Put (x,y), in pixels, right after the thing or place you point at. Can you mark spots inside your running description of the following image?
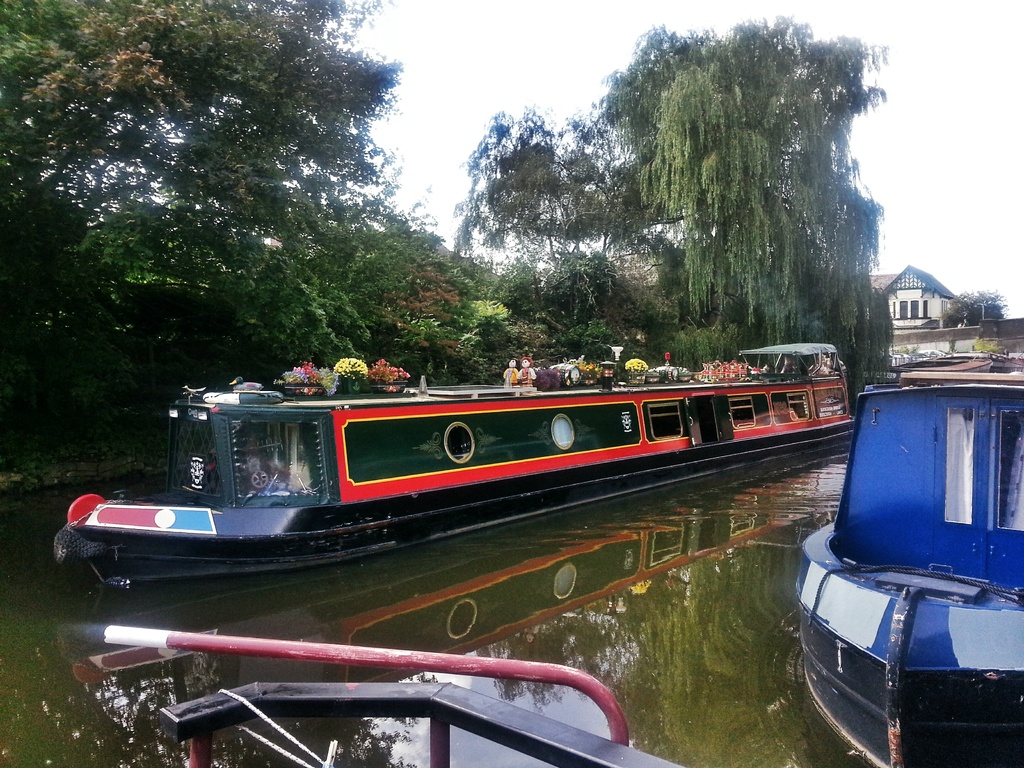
In this picture we can see boats (238,554) on water (766,521) with flower pots (586,379) and toys (518,383) on it, trees (533,340), building (947,301) and in the background (575,95) we can see the sky (930,98).
